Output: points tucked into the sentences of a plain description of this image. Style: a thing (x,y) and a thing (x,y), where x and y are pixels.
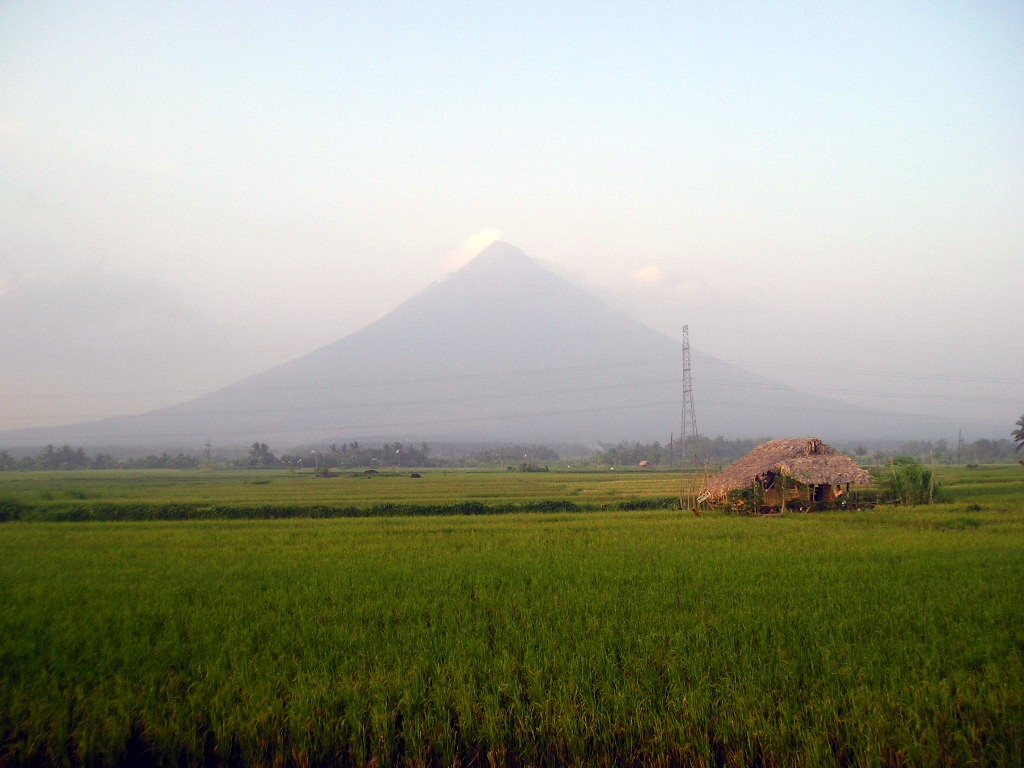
At the bottom of the picture (459,600), we see field crops (458,583). In the middle of the picture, we see a hut (744,487) and beside that, we see an electric pole (685,403) and wires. In the background (447,399), there are trees (706,463) and a hill (504,258). At the top of the picture (532,145), we see the sky (483,135).
